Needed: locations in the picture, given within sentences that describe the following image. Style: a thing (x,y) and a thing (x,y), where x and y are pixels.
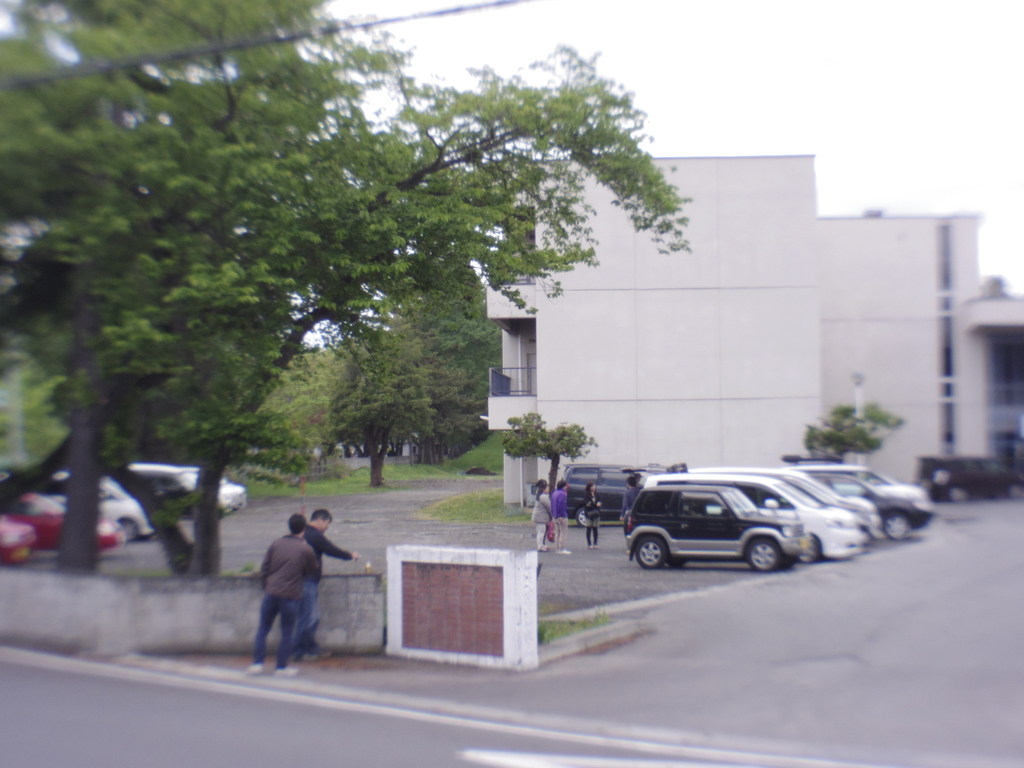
In this image, we can see cars (726,484) and people (295,640) standing on the road (551,564). In the background (322,159), there are trees (506,222), buildings (772,318).
